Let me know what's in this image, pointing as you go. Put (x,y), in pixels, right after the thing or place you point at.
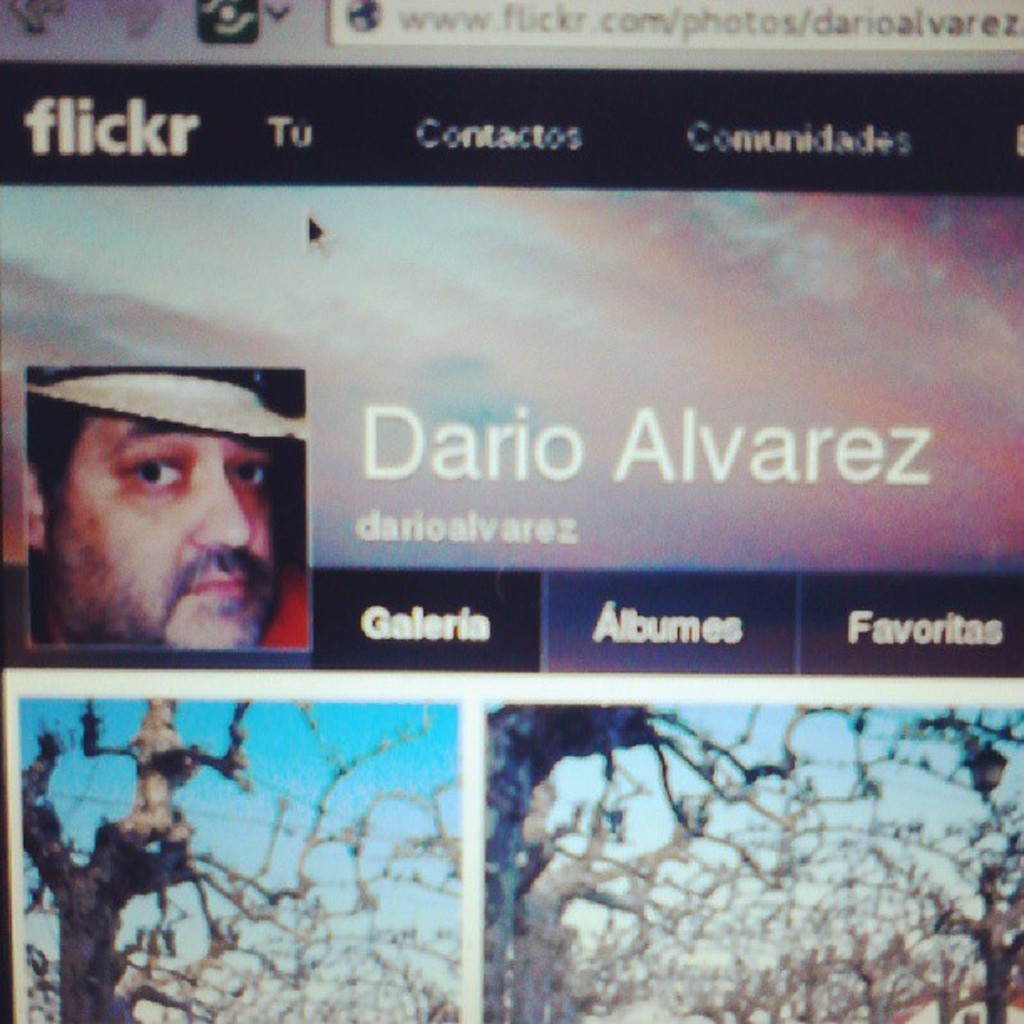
In this image I can see the computer screen (357,235) in which I can see some pictures (252,646). I can see the person's face (152,596), trees (124,854) and the sky (414,892).
